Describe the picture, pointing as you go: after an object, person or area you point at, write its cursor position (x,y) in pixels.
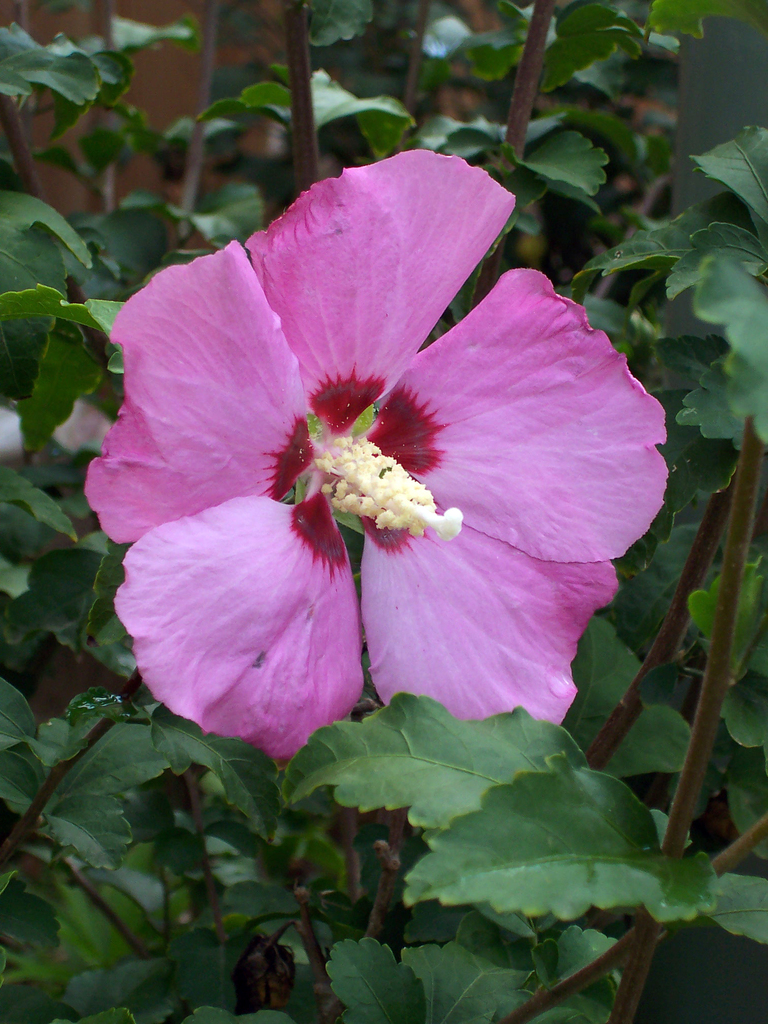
In this picture I can see a flower (431,445) in the middle (444,447) and there are plants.
